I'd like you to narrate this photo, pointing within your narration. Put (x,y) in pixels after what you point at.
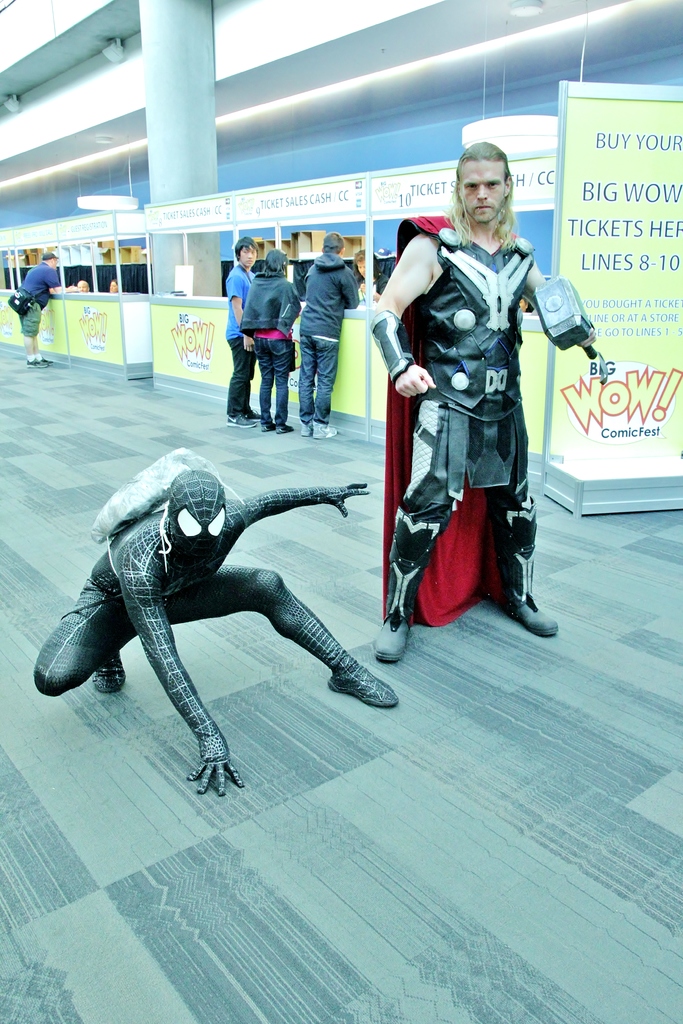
In this picture I can see on the right side (554,201) there is a board (614,131), in the middle (453,470) there is a man (483,439) in costume (519,509). On the left side (222,761) it looks like a person (148,639) in the costume (151,609) of a spider-man, in the background (261,402) few persons (264,288) are standing near the stalls (54,300), at the top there are lights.
